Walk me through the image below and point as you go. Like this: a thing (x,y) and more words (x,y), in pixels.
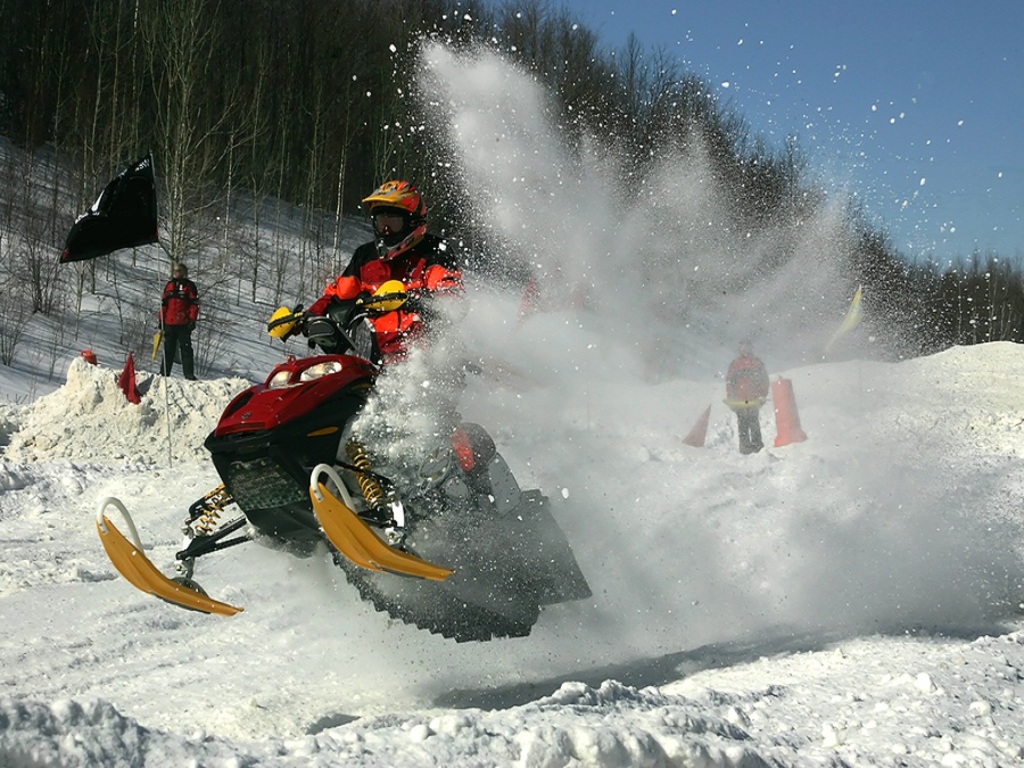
In this image we can see a person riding a vehicle (394,528) on the ice (330,578) and two persons (179,266) are watching it. We can also see a flag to a stick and a divider pole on the ice (603,563). On the backside (317,291) we can see some trees (144,57) and the sky (949,69).
